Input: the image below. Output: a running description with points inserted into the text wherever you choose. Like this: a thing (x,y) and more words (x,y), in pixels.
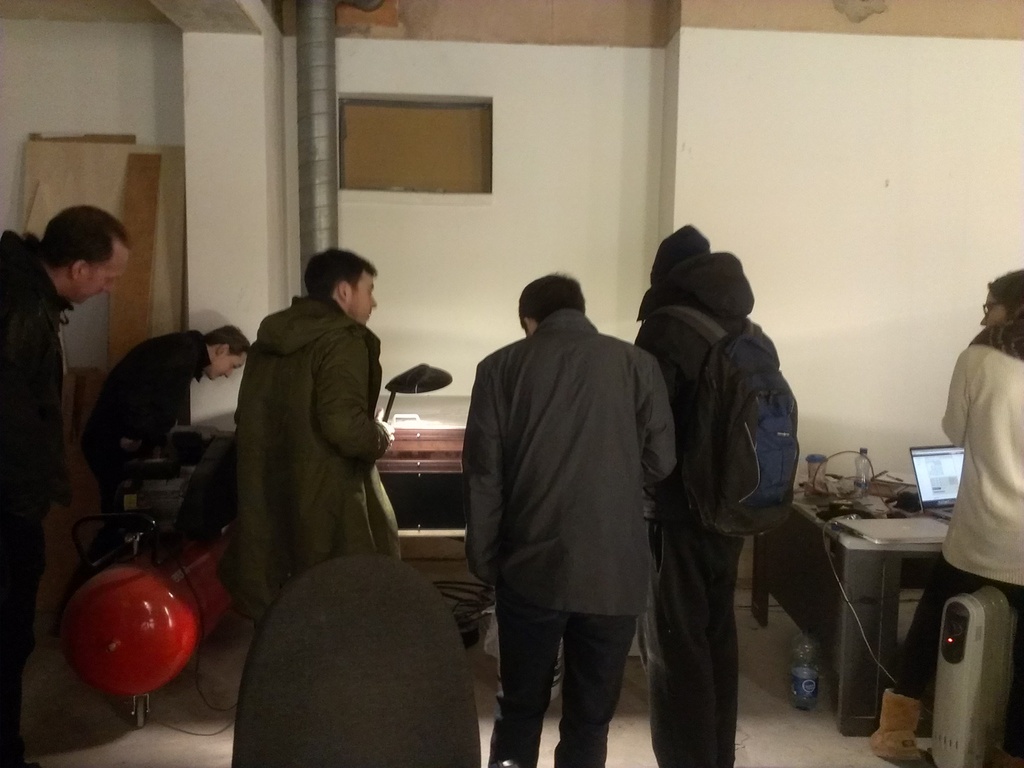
Here in this picture we can see a group of people (317,430) standing on the floor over there and in front of them we can see tables (428,432) present and on the right side (923,460) we can see a laptop (929,460) on the table (903,502) and we can also see cable wires (835,453) and bottle (865,481) and glass (813,464) on it and on the extreme right bottom we can see an electronic equipment (979,623) present on the floor (827,682) over there and in the middle (428,393) on the table (421,408) we can see a lamp (441,368) present and we can see other equipments (219,563) present on the floor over there.
